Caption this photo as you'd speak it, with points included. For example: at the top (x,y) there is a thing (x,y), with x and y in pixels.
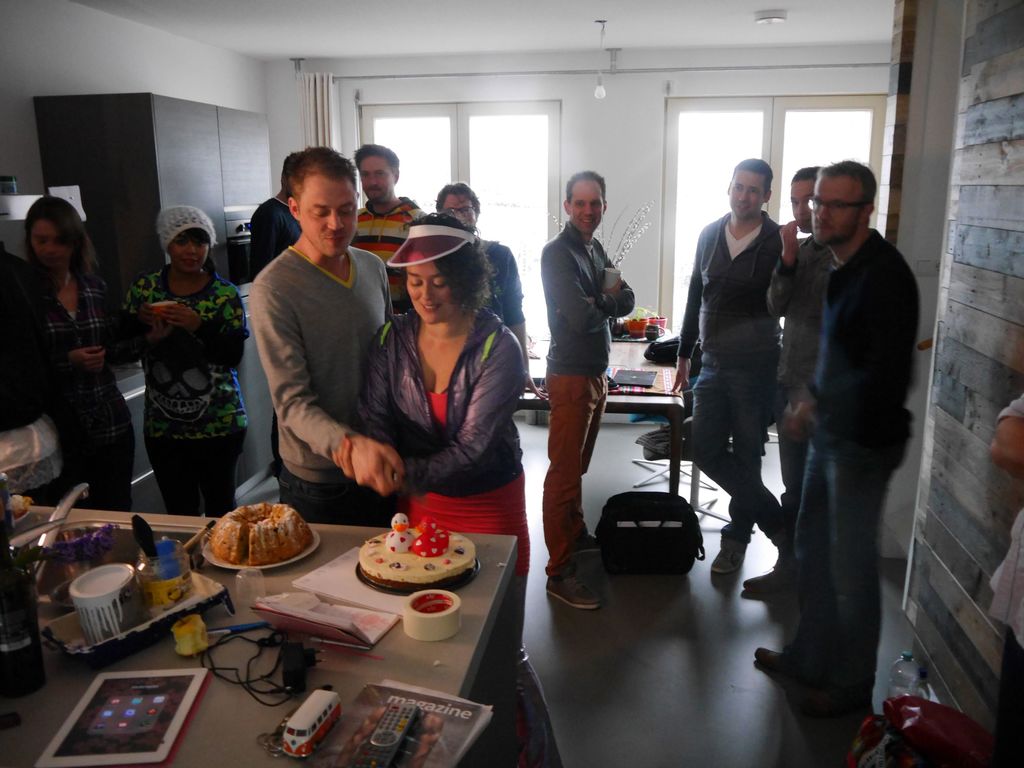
In this image there are group of persons (385,285) who are standing in a room (36,88) at the foreground of the image (485,360) there are two persons (459,516) who are cutting the cake (438,560).
